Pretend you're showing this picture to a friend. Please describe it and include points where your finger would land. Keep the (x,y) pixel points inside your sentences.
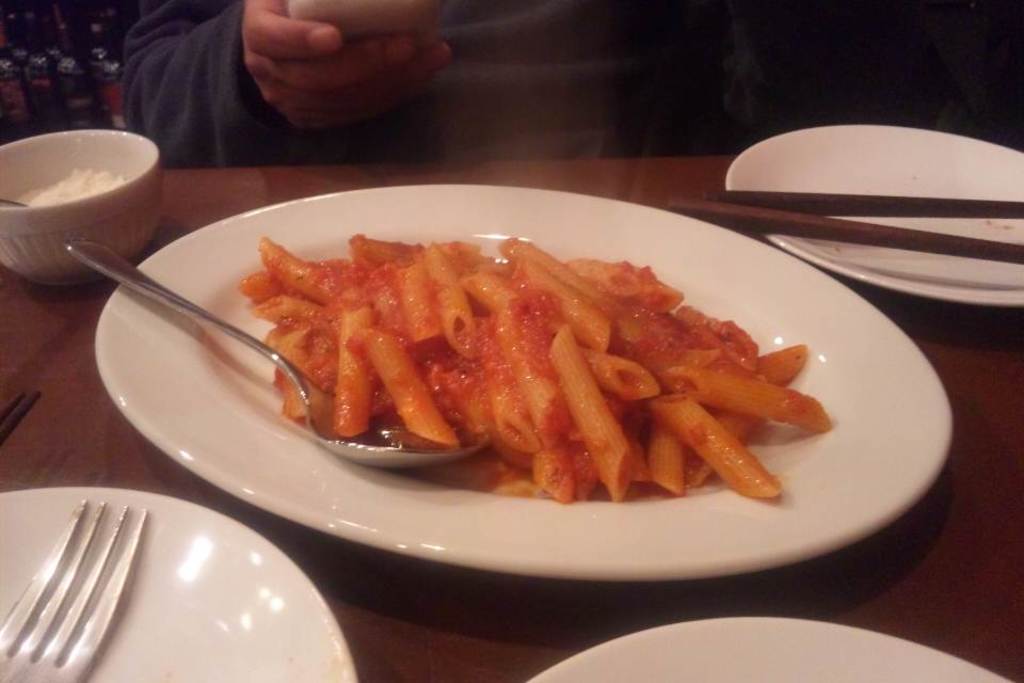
In this picture we can see a table (245,191), there are some plates (534,542) and a bowl (79,214) present on the table (257,184), we can see some food (487,371) and spoon (418,455) in this plate (414,429), at the left bottom (49,613) we can see a fork (56,647), there are chopsticks (871,229) on this plate (911,218), we can see a person (478,125) in front of the table (621,166).
